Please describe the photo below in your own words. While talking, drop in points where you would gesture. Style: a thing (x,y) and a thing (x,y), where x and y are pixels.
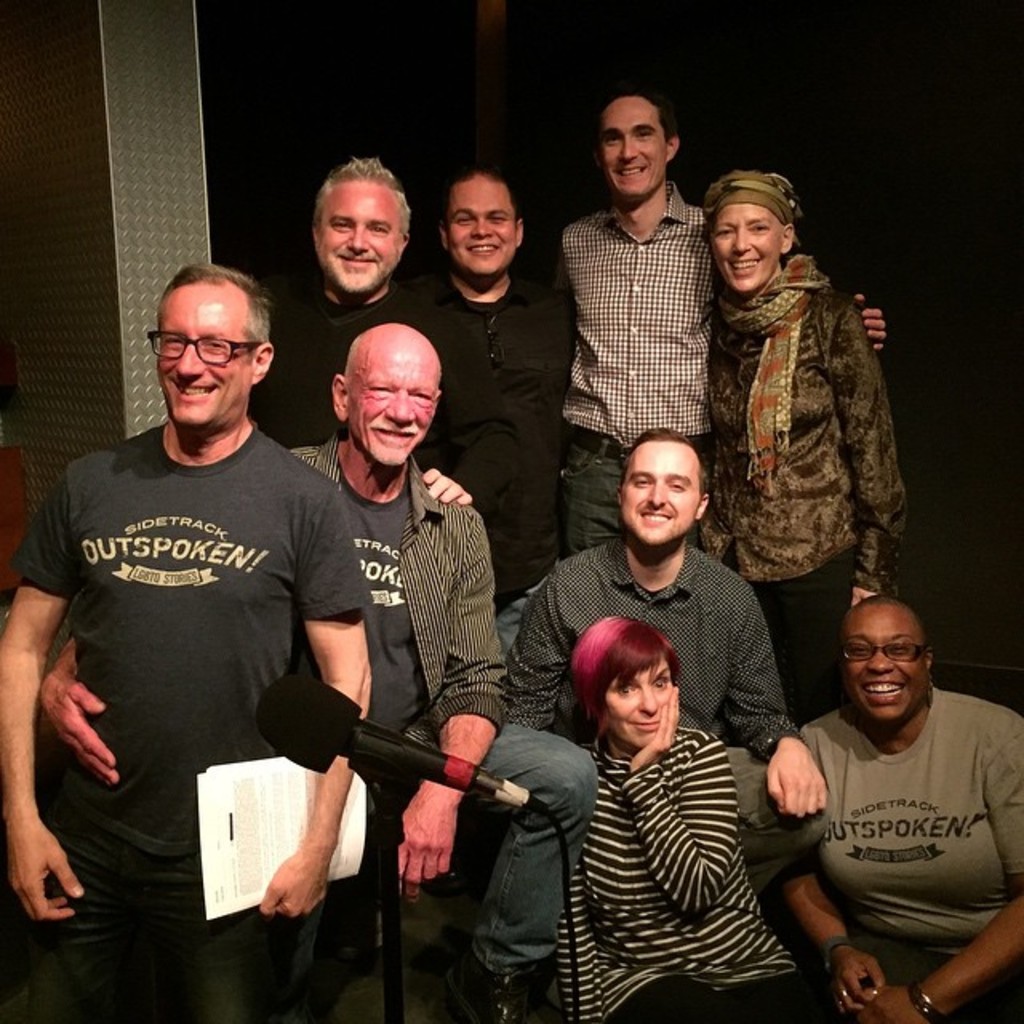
In this image I can see people (263,484). The person (252,486) standing on the left (225,896) is holding papers (238,803) and there is a microphone (383,765) in the front (306,747).
